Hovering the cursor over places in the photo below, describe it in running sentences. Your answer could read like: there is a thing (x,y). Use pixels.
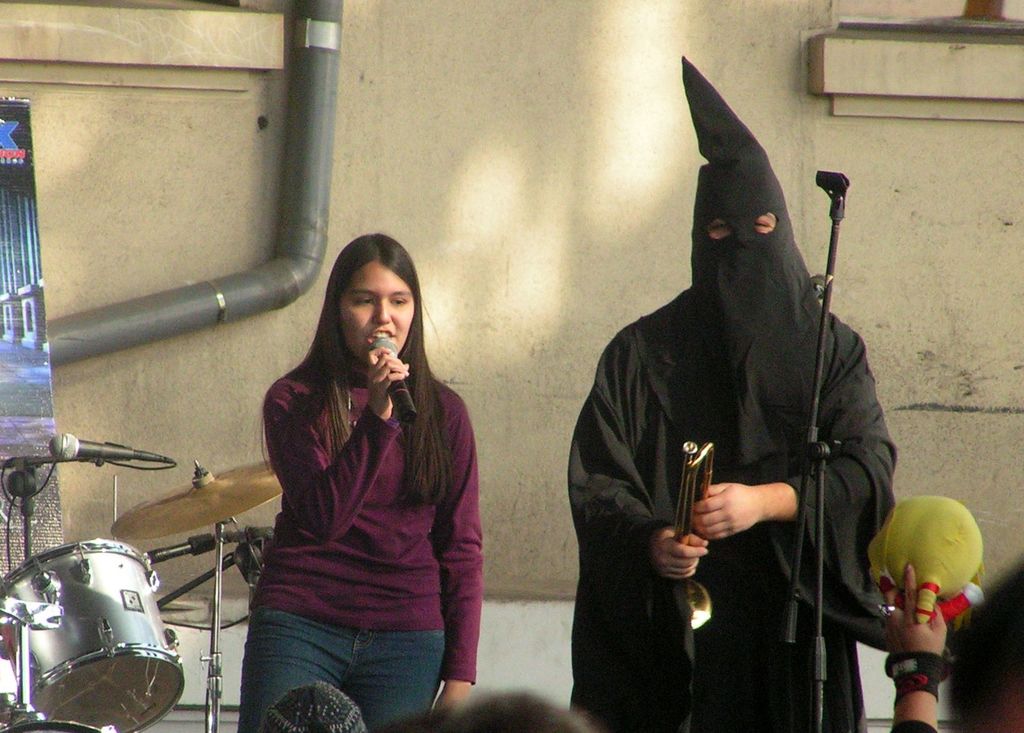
In this image I see a woman (479,484) who is holding a mic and there is a person (729,149) side to her and the person (807,687) is holding a musical instrument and there are few people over here, I can also see that there is a drum (195,461) over here. In the background (66,530) I see the wall (187,473) and the pipe (248,305).
